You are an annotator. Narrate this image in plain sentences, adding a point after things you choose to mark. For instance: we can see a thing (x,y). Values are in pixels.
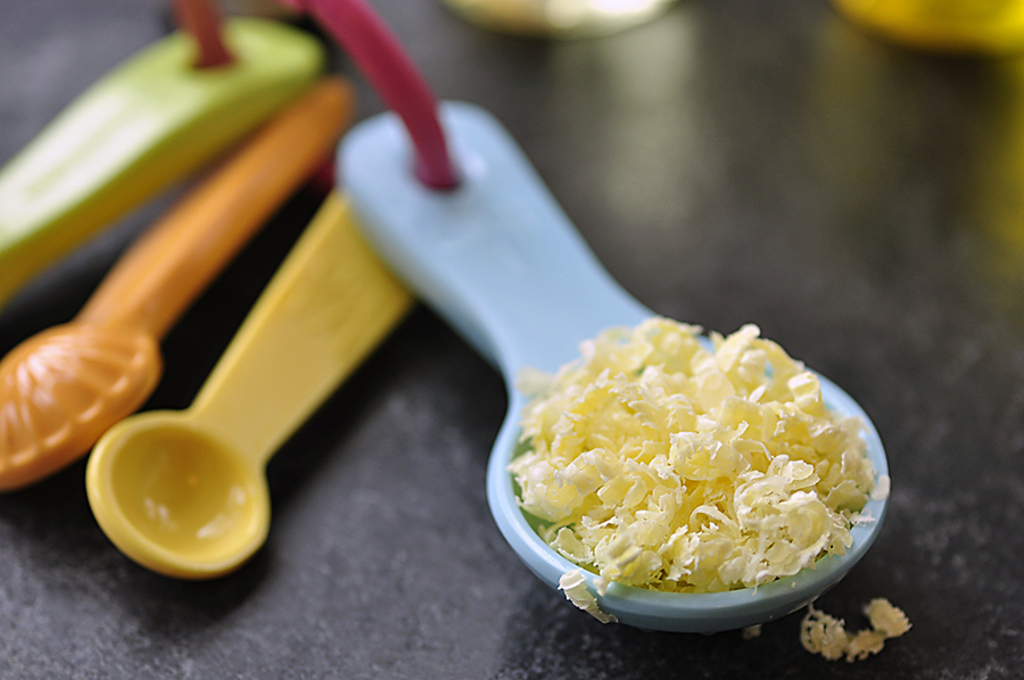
There is some food (630,458) in the spoon (459,232). And there are some different colors of spoons (181,256) here on the counter (576,220).
